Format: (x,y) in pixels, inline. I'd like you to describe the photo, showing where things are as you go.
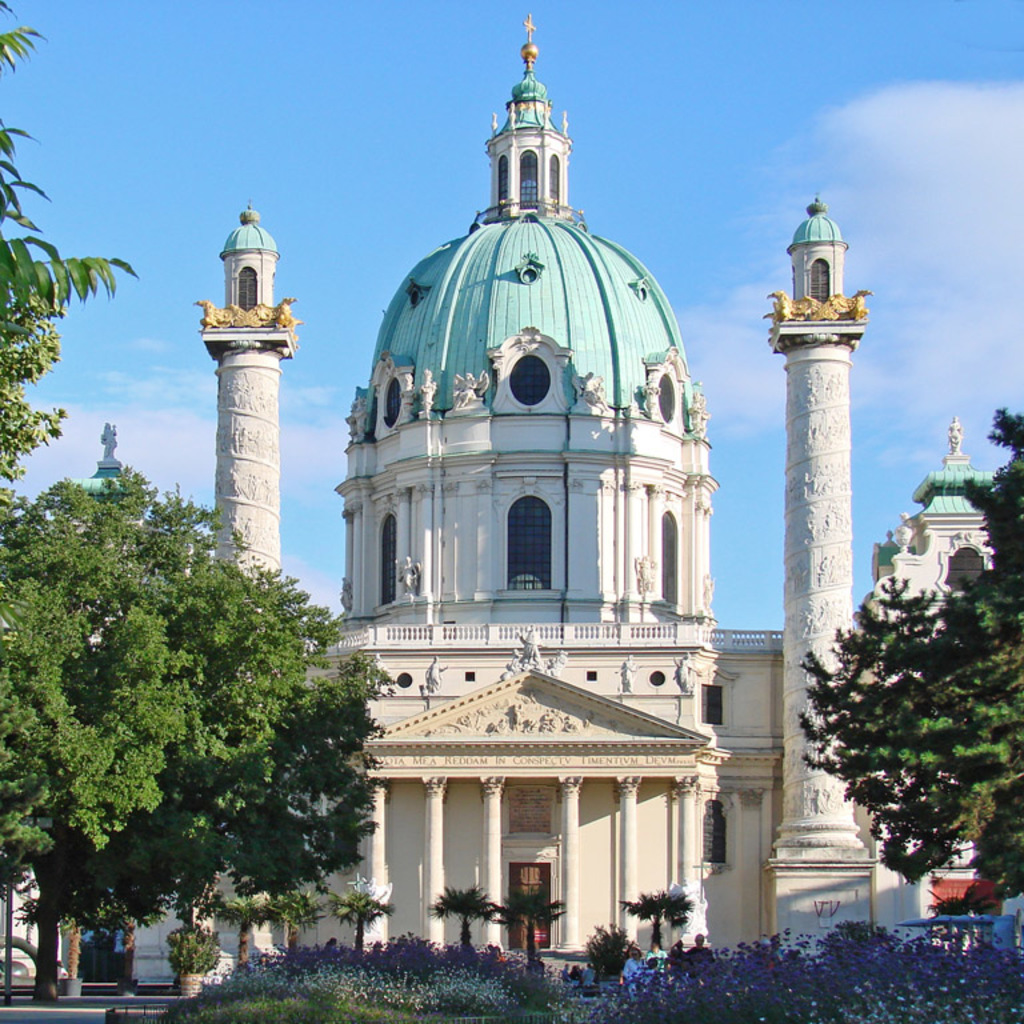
In this picture we can see people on the ground (127,1002), here we can see trees (327,780), plants (380,1014) with flowers (367,1011) and some objects (127,1017) and in the background (147,980) we can see buildings (402,823), sky (994,124).
